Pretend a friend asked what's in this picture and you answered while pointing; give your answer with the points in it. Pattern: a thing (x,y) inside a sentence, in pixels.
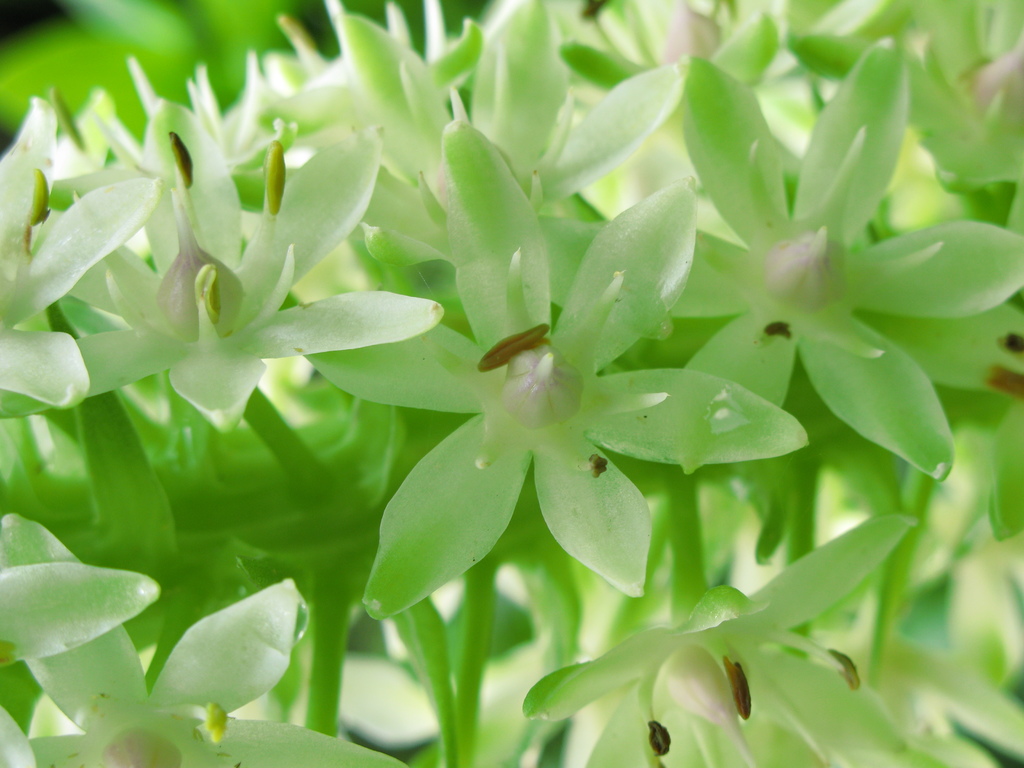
Here I can see few plants (246,499) along with the flowers (590,265) which are in white color.
